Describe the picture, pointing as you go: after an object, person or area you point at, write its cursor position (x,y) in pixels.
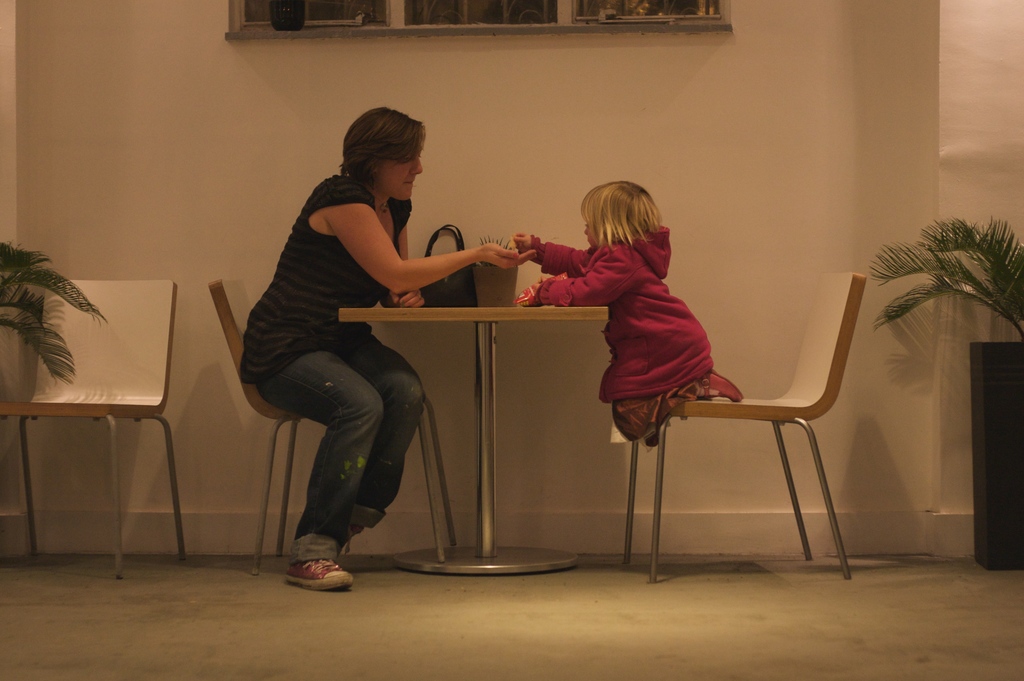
As we can see in the image there is a white color wall (163,68), window (502,30), chairs (154,417) and a table (392,317). On table (490,314) there is a basket (487,292) and handbag (450,298) and two people (278,343) sitting on chairs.
